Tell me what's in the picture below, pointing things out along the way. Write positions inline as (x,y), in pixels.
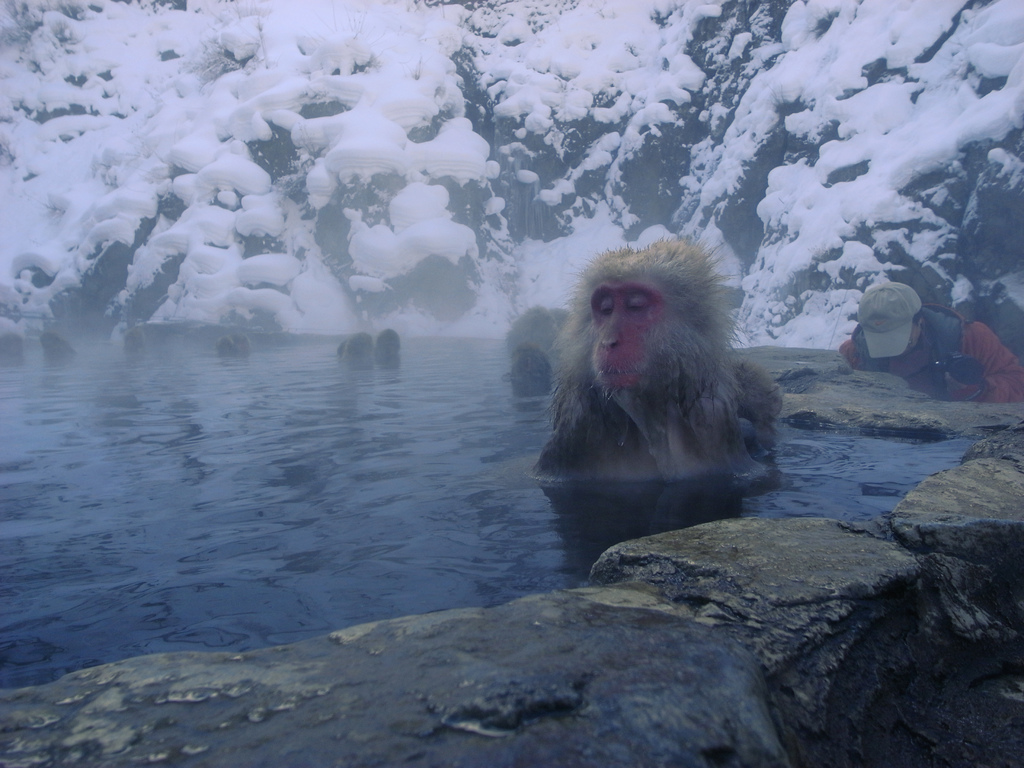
In this image I see a monkey (745,433) over here and I see a person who is wearing a cap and I see the water (348,480) and I see the rocks (1000,503). In the background (765,272) I see the snowy mountain (665,231).
